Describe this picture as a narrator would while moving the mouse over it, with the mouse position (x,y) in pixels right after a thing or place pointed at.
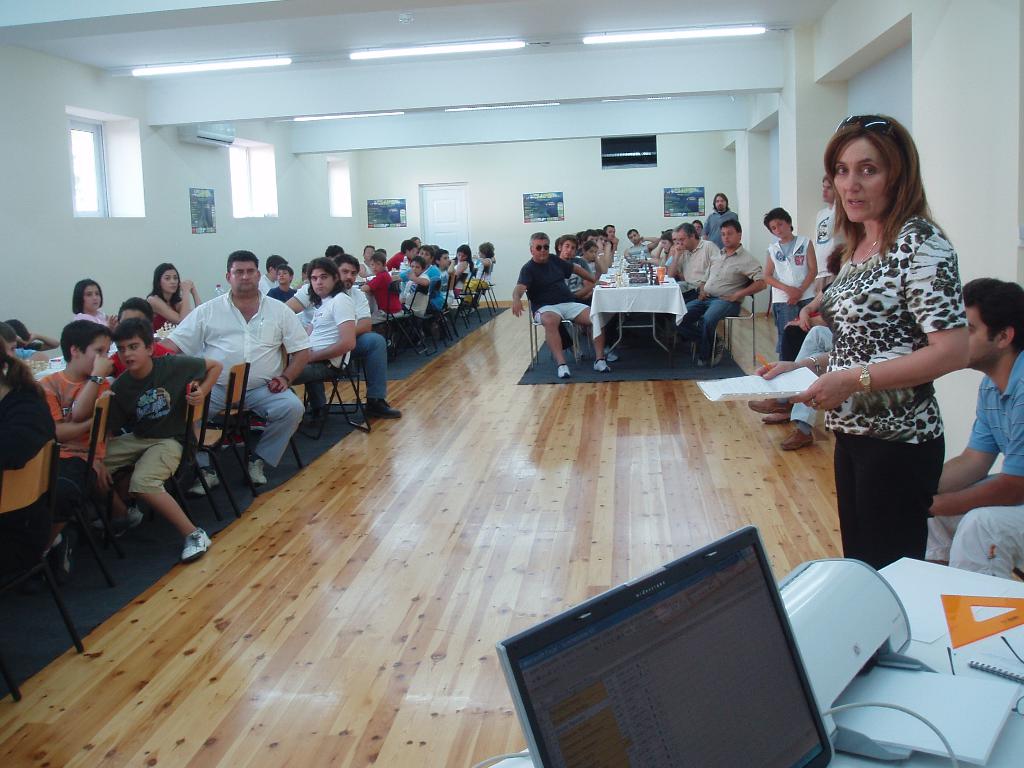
In this image there are people (270,389) sitting on the chair (41,572). There is a woman (888,266) standing beside the table (893,580) and she is holding paper (759,382). There is a computer (710,638), scanner (875,639), books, pens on the table (963,648). At the bottom (87,611) there is a mat (20,626), at the top (279,58) there are light (490,45) and at the back (453,193) there is a door (448,213), there are posters (554,211) on the wall (209,242).
